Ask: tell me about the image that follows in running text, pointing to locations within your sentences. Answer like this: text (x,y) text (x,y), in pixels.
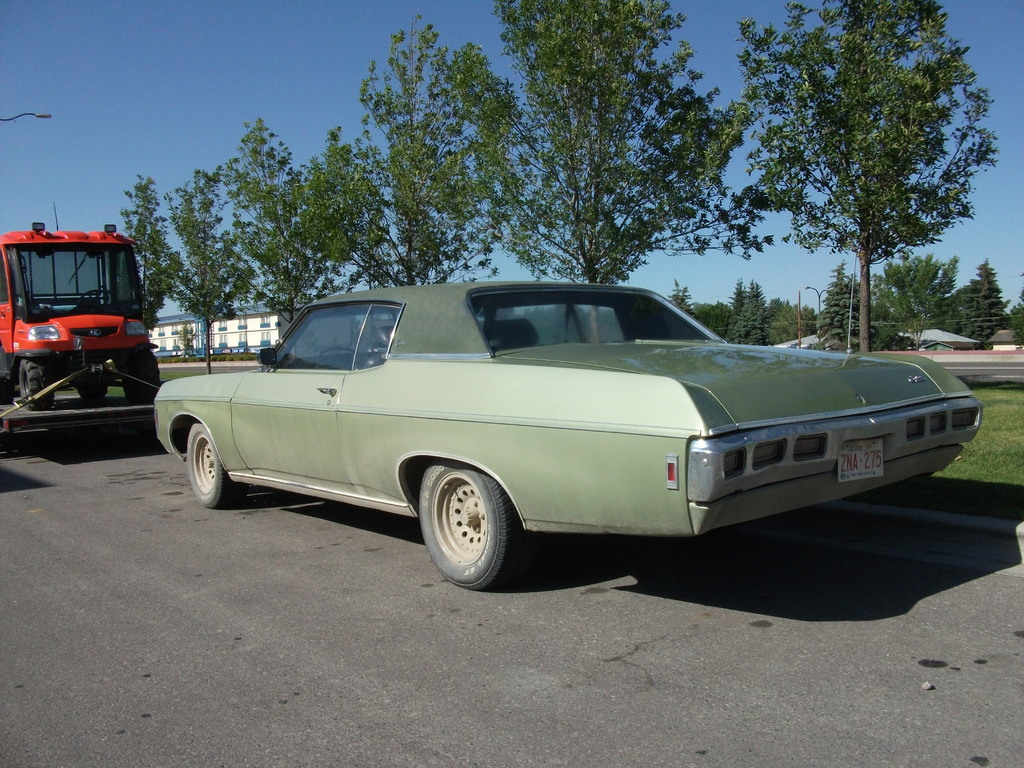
In this picture I can see the road (301,607) in front (31,457), on which I can see a car (304,344) and a vehicle (85,385) on a thing (35,426). In the background (882,244) I can see number of trees (811,87) and few light poles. I can also see the buildings (219,344) and the clear sky (363,25). On the right side of this picture (1020,433) I can see the grass (1016,417).
